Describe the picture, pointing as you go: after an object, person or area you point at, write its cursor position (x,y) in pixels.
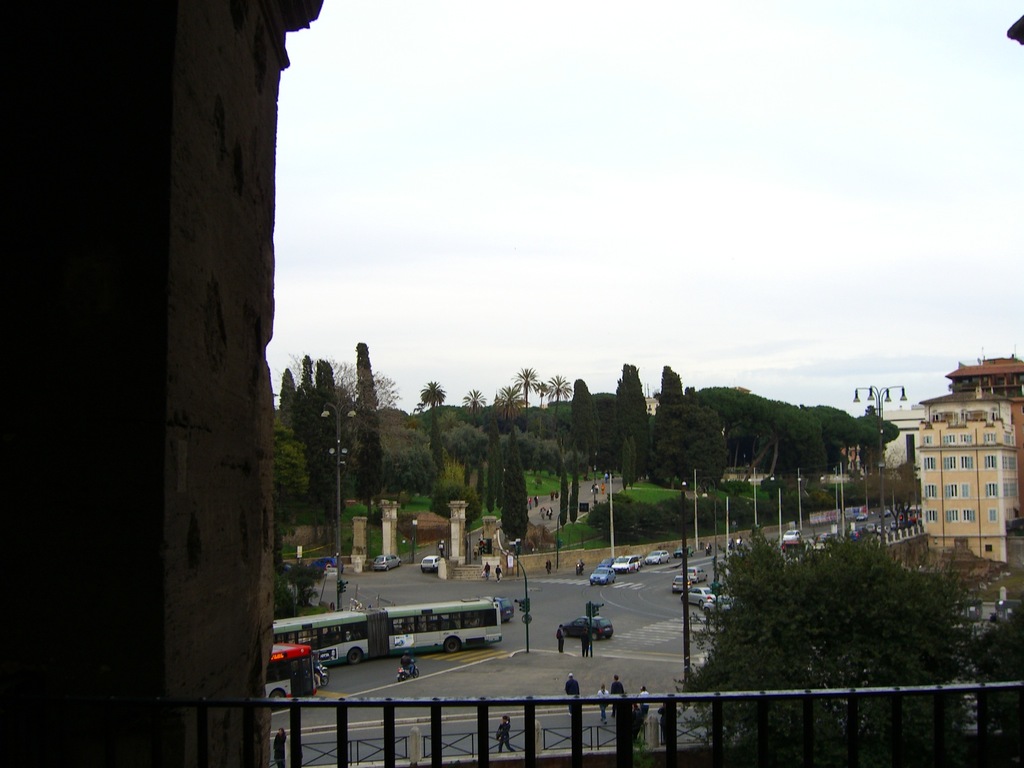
In this image we can see railings (760,710), trees (874,583), poles (590,617), pillars (216,519), grass (581,520), buildings (961,467), and people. There are vehicles (676,580) on the road (612,609). In the background (627,306) there is sky (781,175).
